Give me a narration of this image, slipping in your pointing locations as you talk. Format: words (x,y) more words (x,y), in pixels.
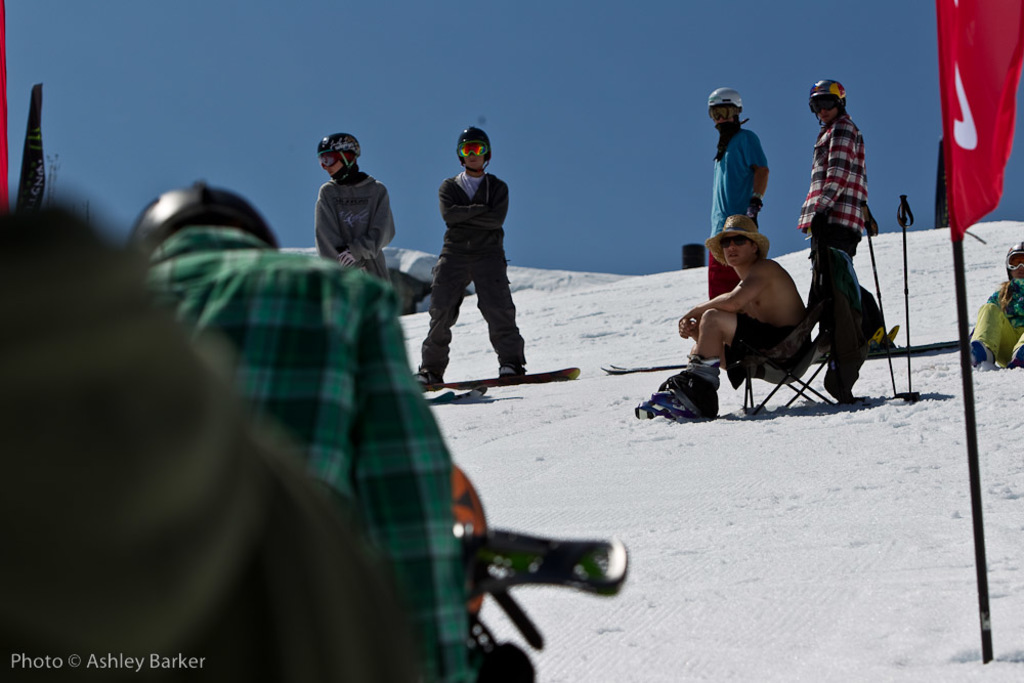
There are few people (489,240) here wearing helmets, glasses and standing on the snowboard (557,375) and a person (757,307) is sitting on the chair (791,342), another person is on the snow (563,321). This is snow (776,571) and a flag (969,18) here. In the background (305,102) it is sky (448,139).
